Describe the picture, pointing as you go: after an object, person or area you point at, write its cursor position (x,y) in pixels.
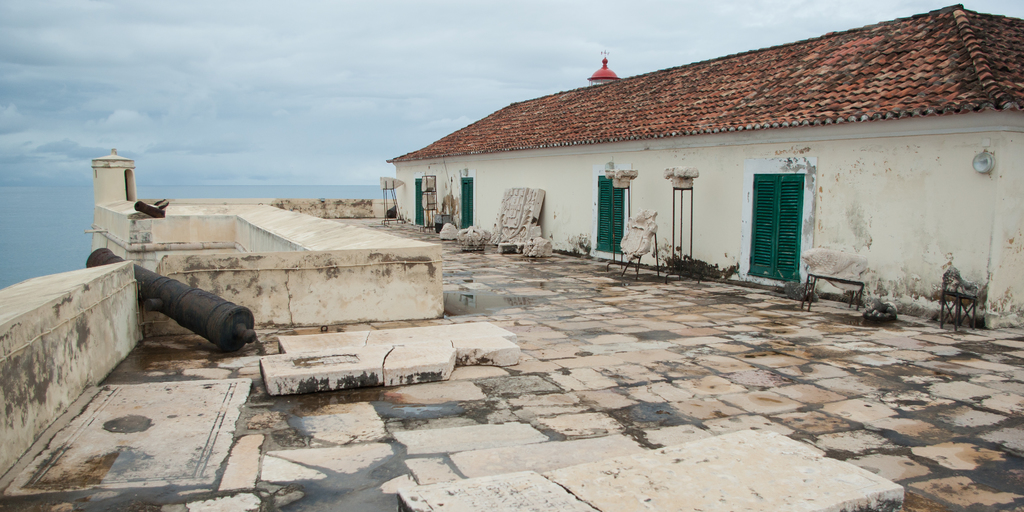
In the picture we can see the surface (562,408) with the tiles (313,497) and the house (1001,256) with green color doors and near it, we can see some objects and in the background (228,129) we can see the sky (174,126) with clouds (68,83).
